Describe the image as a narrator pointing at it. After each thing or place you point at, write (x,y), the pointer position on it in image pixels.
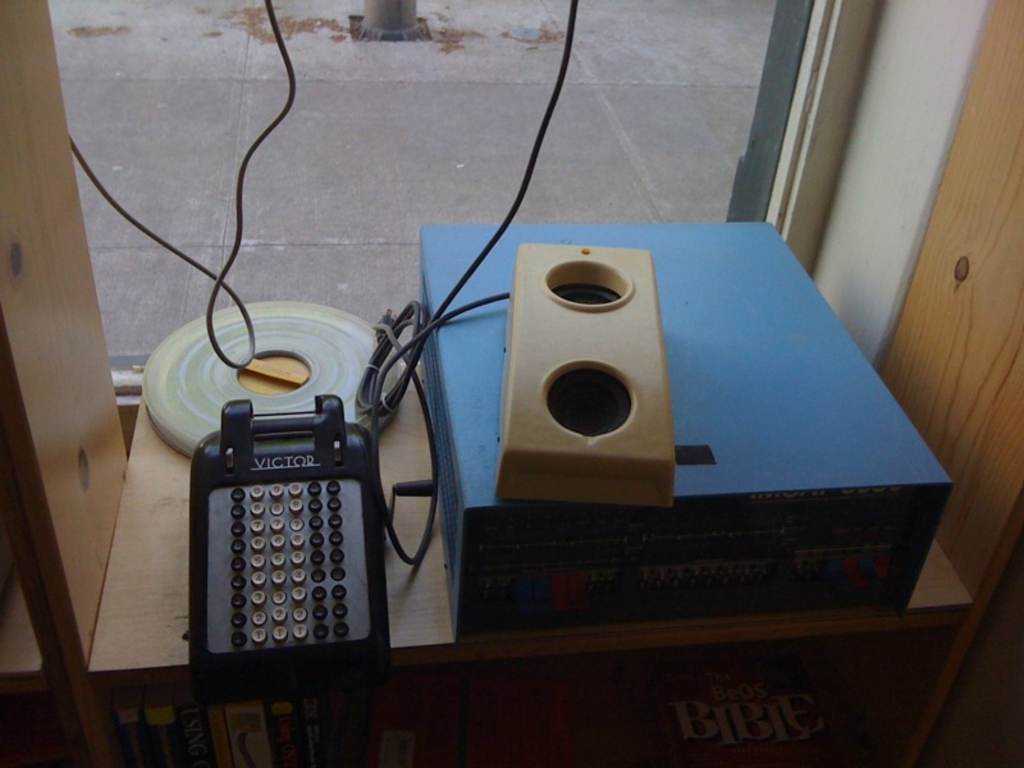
In this image there is a wooden table (687,628) in the bottom of this image (426,566) and there are some objects (655,441) kept on it, and there are some wires (491,239) attached to these objects (441,457) as we can see in middle of this image (465,278).
